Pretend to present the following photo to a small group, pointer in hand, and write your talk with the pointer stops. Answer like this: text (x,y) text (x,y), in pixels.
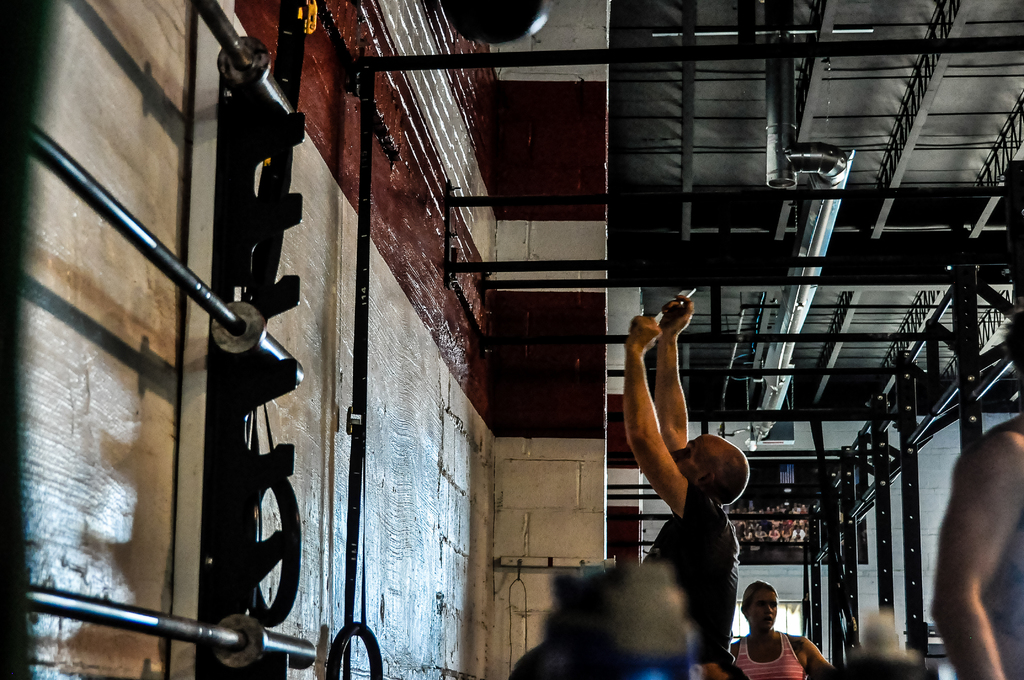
In this picture I can see 3 persons (968,647) in front (1015,313) and I see number of rods (771,258) and I can also see the walls (549,430). On the top of this picture (717,178) I can see the ceiling (917,1).
